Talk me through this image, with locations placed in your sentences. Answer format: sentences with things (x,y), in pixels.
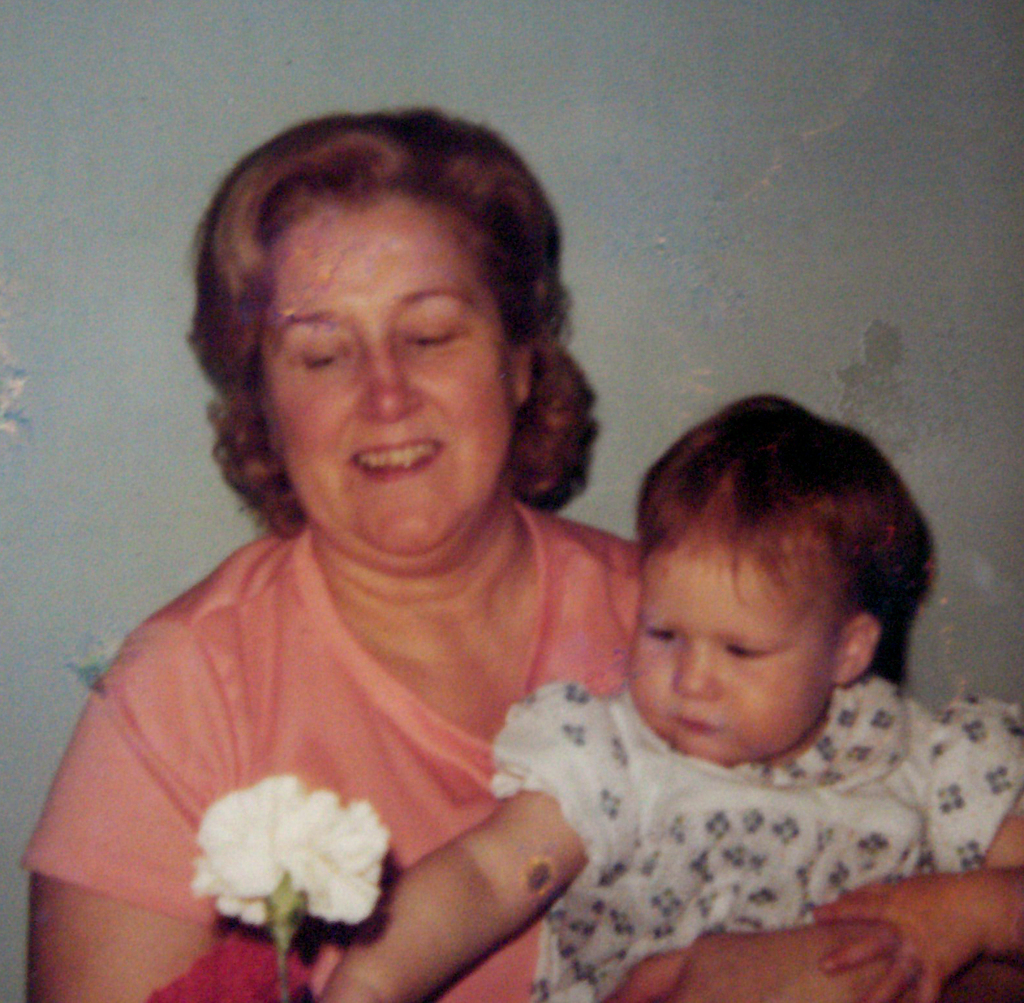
Here we can see a woman (436,432) is holding a kid (643,619) in her hand (732,970). At the bottom (314,805) we can see a flower (300,805). In the background (505,59) there is a wall (582,191).
